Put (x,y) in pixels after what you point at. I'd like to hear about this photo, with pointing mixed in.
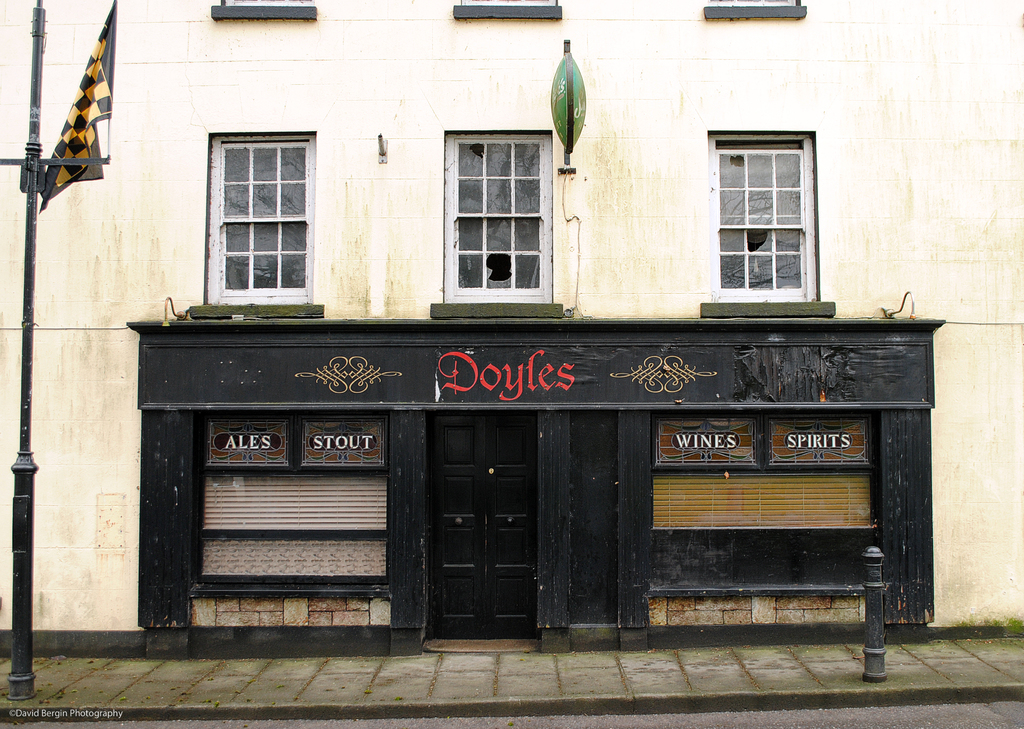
In this image I can see the stall (793,607), background (674,181) I can see the building (624,113) in cream color and I can also see few glass windows (813,240). In front (70,143) I can see the flag (57,147) attached to the pole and the flag (84,116) is in yellow and black color.
